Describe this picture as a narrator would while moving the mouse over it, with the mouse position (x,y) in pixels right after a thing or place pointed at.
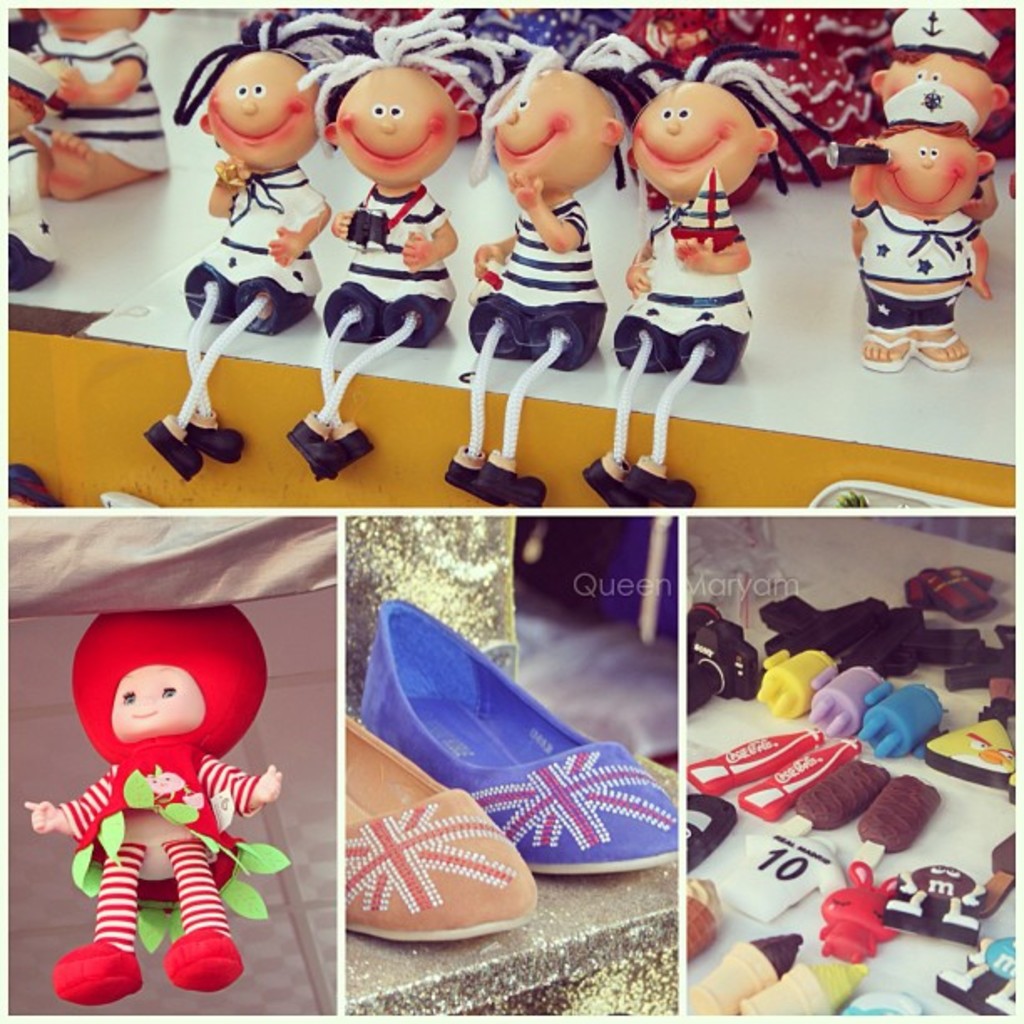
This is a collage picture and in this picture we can see shoes (400,872) on a platform (647,884), toys (408,173) and some objects (852,618).
